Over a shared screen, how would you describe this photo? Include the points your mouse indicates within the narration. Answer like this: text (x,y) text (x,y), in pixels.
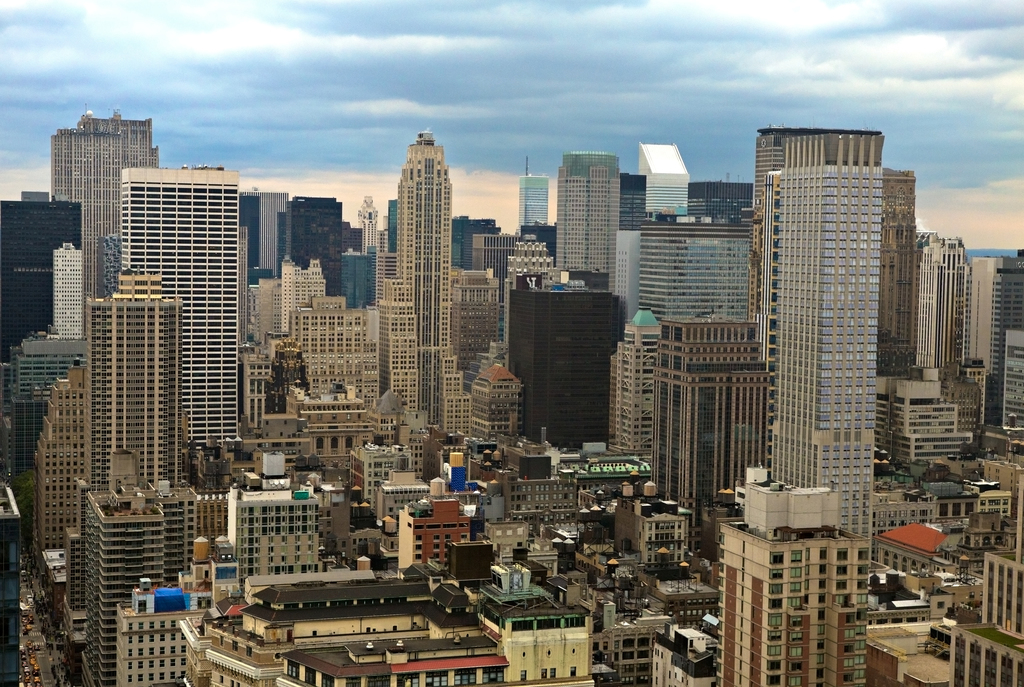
In this image we can see many buildings (673,321). We can also see the vehicles (24,608) passing on the road (35,628) on the left (38,668). At the top (327,54) there is sky (492,109) with the clouds (621,119).
